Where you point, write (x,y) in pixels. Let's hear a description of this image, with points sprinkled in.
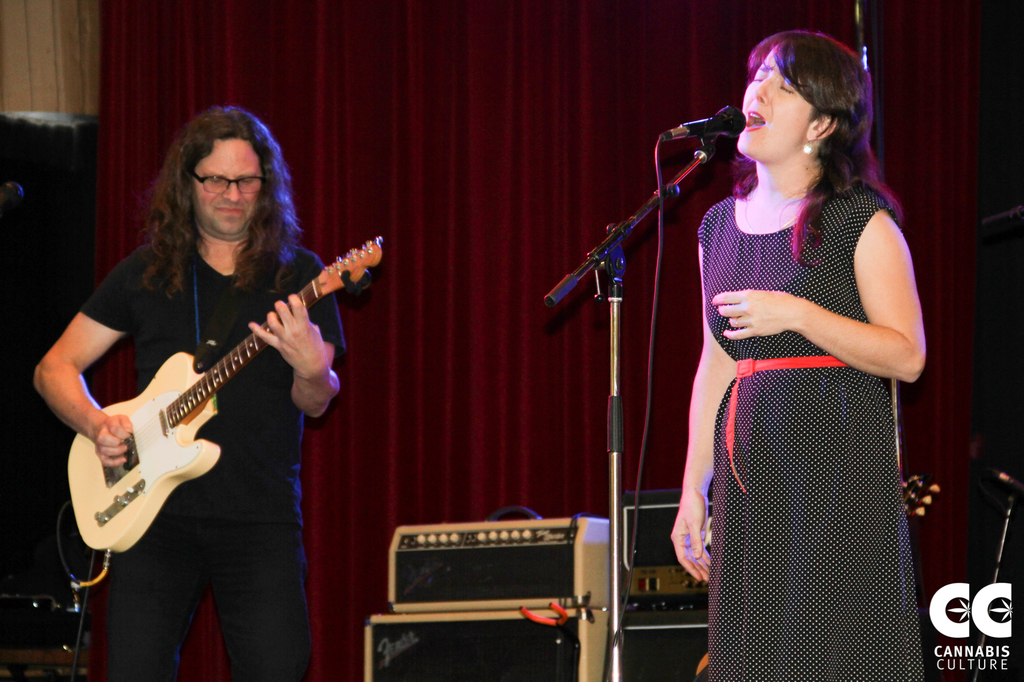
In the left (190,144), a person (226,144) is standing and playing a guitar (157,407). In the right (855,53), a person (778,315) is standing in front of the mike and singing. In the bottom (507,524) sound boxes (508,524) are kept. In the background (519,54), there is a curtain (439,67) of red wine in color. This image is taken on the stage (583,295) during night time.
